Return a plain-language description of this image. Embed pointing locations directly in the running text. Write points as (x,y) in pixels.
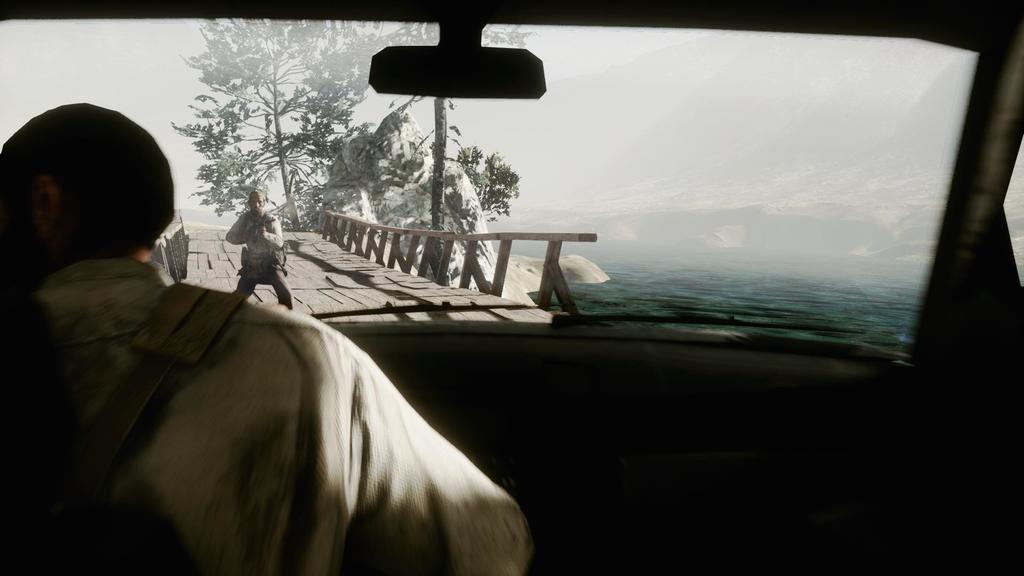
It is the animation image in which there is a man (255,239) in the middle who is holding the gun (259,223). The man (269,258) is standing on the bridge (405,275). At the bottom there is water (773,300). In the background (799,178) there are mountains (710,140). There are trees (277,117) beside the bridge (360,225). On the left side (170,420) bottom there is a person (170,420). In front of him there is a glass (331,209).
